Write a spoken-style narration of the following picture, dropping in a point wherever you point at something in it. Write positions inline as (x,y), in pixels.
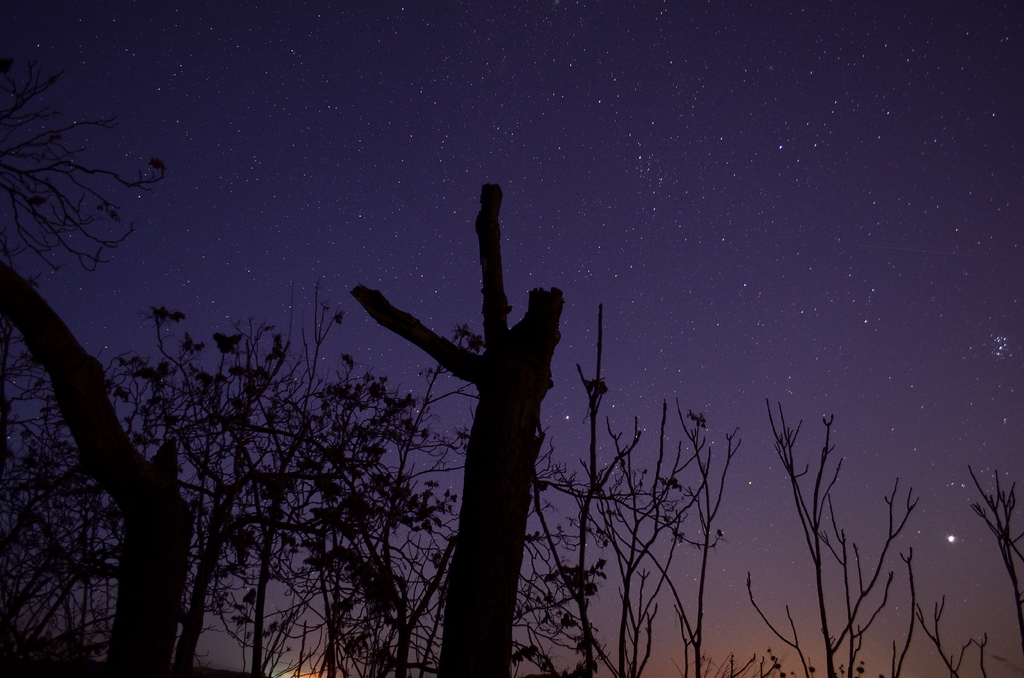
In this image, at the bottom (514,555) there are trees (479,543), branches (431,383). In the background (765,393) there are sky (691,224), stars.
